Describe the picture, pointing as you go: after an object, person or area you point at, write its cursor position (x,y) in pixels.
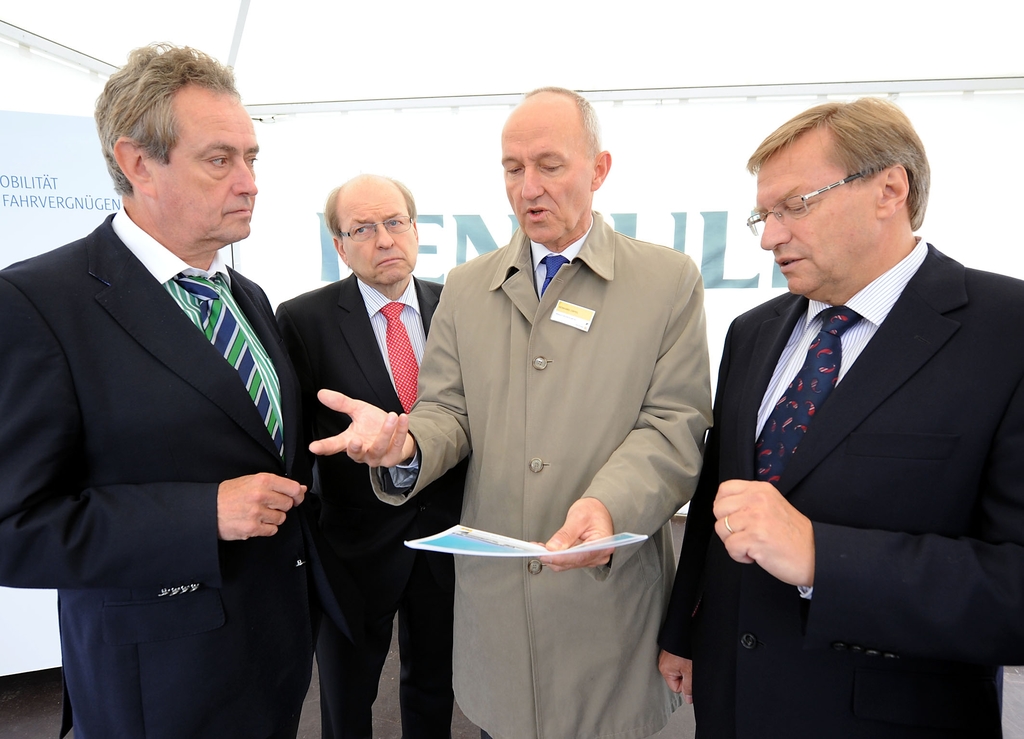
In this image, there are four people (580,336) out of which the person (568,392) who is wearing a brown suit (581,349) is holding a paper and is talking about something and the background (346,154) at the back of these people (679,264) is white in color.
